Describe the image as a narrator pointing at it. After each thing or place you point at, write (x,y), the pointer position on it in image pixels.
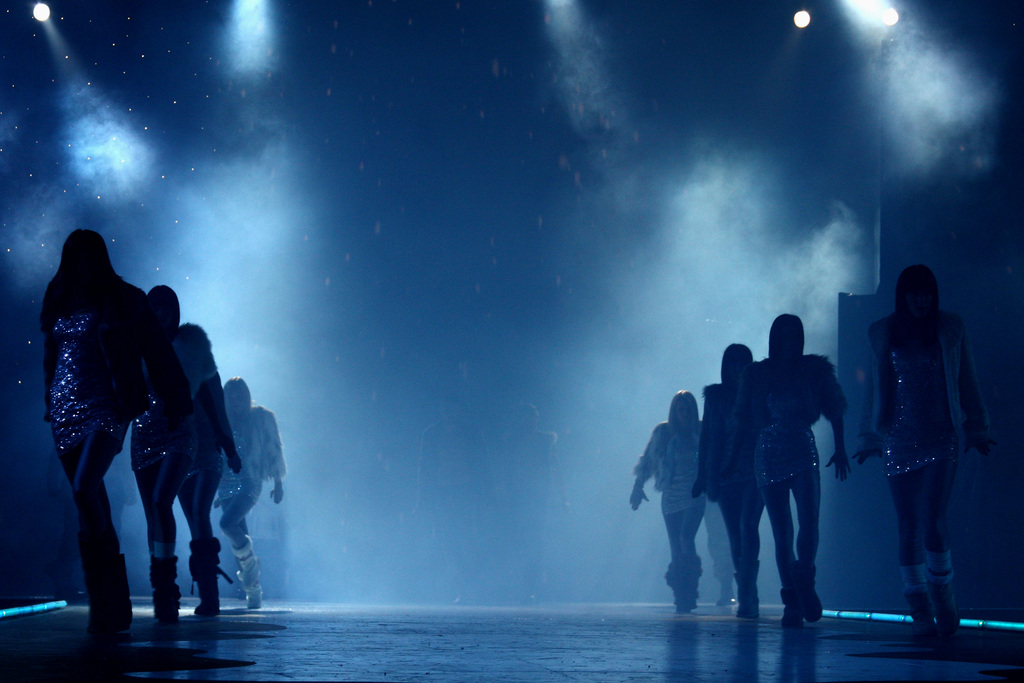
There are persons (944,570) in two lines, doing performance on a stage (553,670). In the background (135,169), there are lights (54,36) and there is smoke (715,228).
